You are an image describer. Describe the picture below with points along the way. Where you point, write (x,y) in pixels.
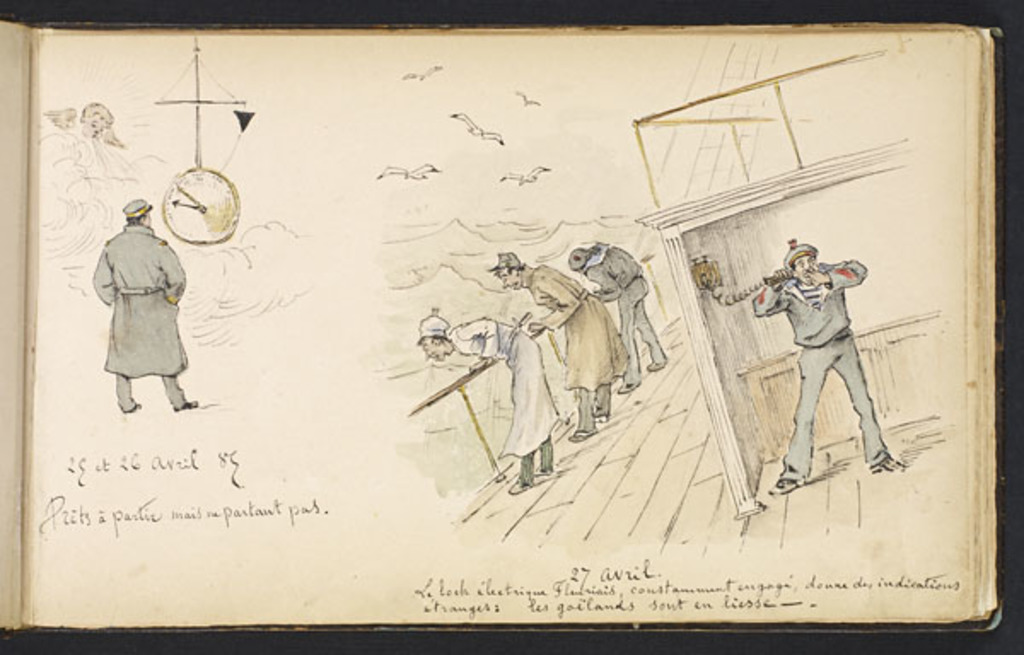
It is a painting (521,443) inside the page (291,279) of a book (520,286), there are three men (541,371) standing on the floor (568,454) and looking downwards and on the right side (856,403) another person (815,363) is talking on a phone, on the left side (130,255) there is a person (142,264) standing in front of a clock (227,228) and there are some birds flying in the air (385,132), below the pictures (79,173) there is some information (567,576) mentioned about the picture.
